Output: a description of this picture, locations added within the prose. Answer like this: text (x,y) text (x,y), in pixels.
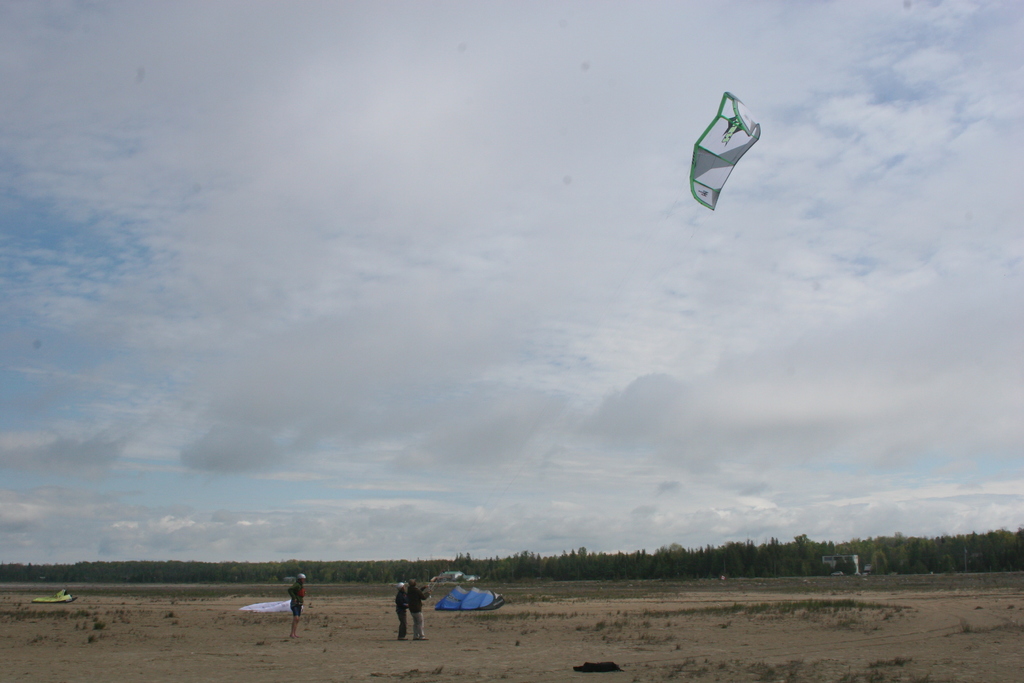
In this picture I can see an open ground (234,642) on which there are 3 persons (407,608) standing and I see few things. On the top right of this picture (732,126) I can see a white and green color thing (717,140) in the air (696,263). In the background (688,467) I can see the trees (483,580) and I can also see the sky (49,54) which is a bit cloudy.
